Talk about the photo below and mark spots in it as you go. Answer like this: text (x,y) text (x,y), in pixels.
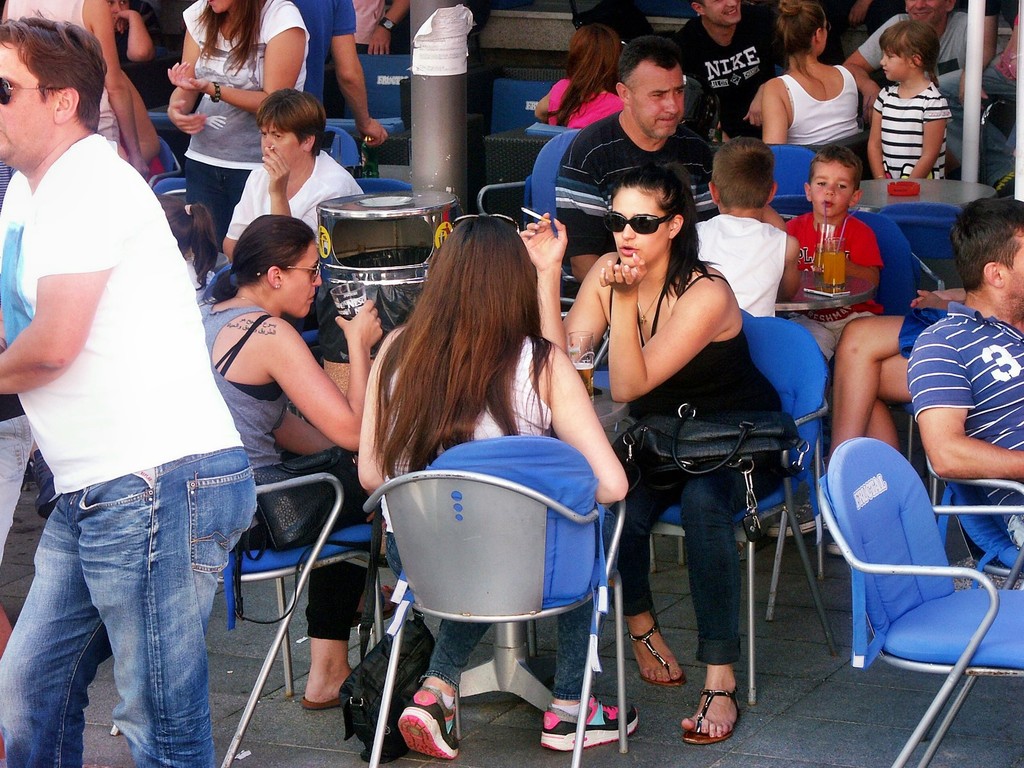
There are many people (709,202) sitting. To the left corner (94,252) there is man (117,328) with white t-shirt (109,397) is standing. In the middle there is a pole (437,104). They are sitting on the blue color chair (599,520). There is table (827,297) on the table (841,302) there is a glass (824,257) with straw (823,226). And there are some people (249,48) to the left side (261,38) they are standing.
